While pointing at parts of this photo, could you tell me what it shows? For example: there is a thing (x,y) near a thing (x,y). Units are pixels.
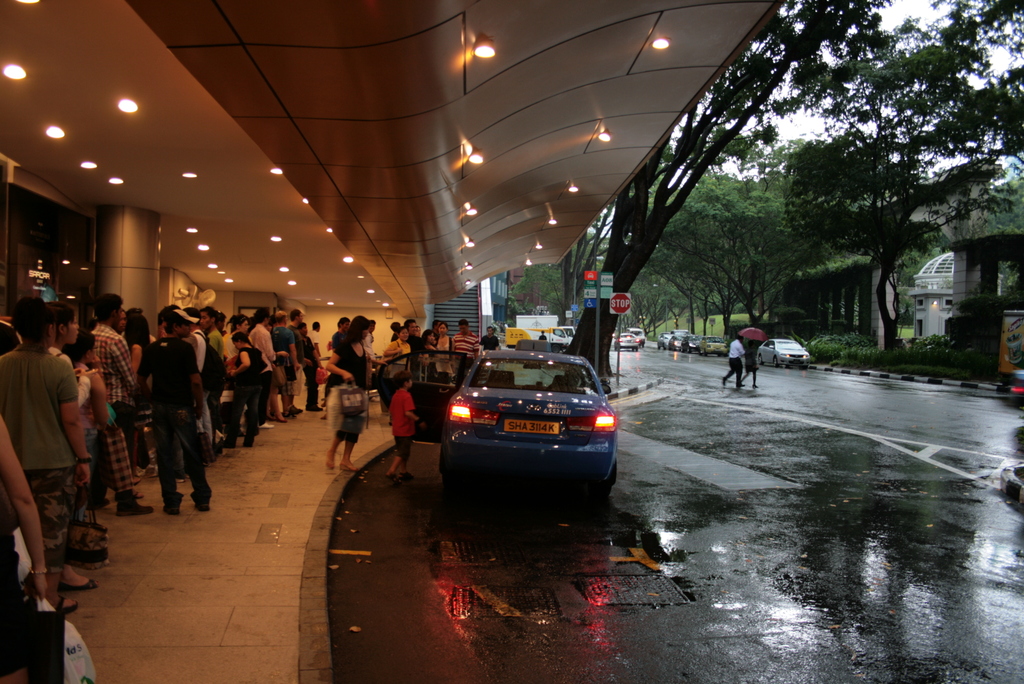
In this picture we can see group of people (178,415), few are standing and few are walking, in the background (706,319) we can see few lights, buildings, sign boards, trees (782,257) and vehicles (559,380), and also we can see water (718,506) on the road (706,426).
